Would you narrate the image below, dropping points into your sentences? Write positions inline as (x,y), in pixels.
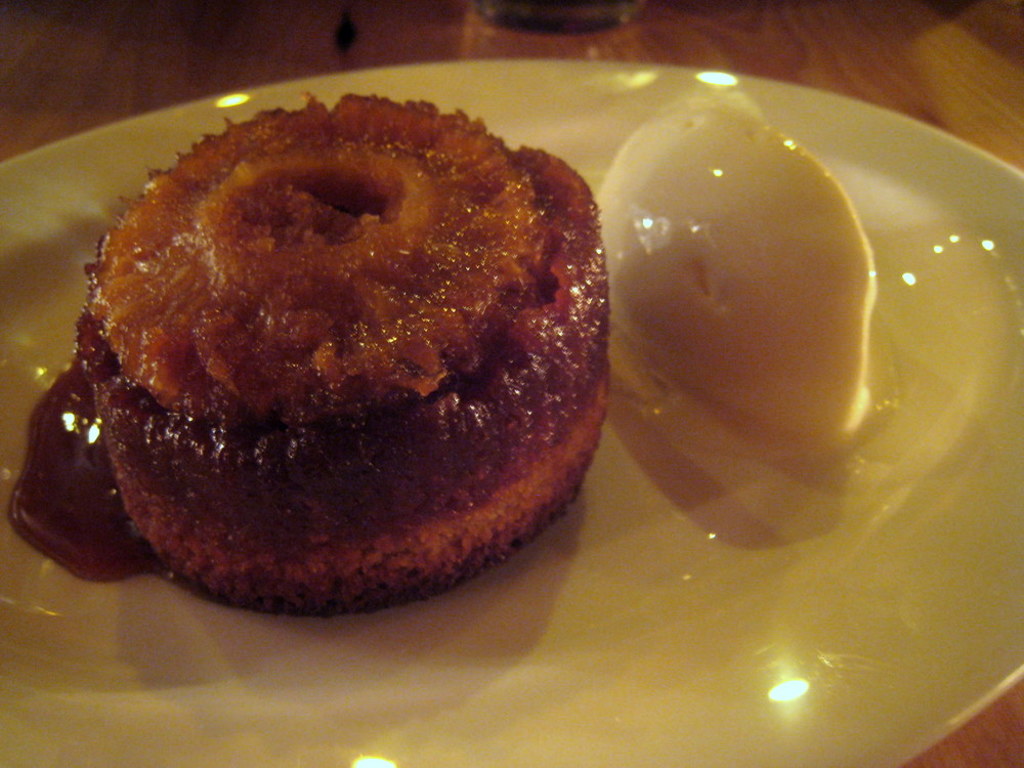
In this image I can see a white colored plate (761,627) on the brown colored table (929,61) and on the plate (790,651) I can see a pudding (800,287) which is white in color and a food item (380,223) which is brown in color and on the table (162,60) I can see a glass (578,5).
